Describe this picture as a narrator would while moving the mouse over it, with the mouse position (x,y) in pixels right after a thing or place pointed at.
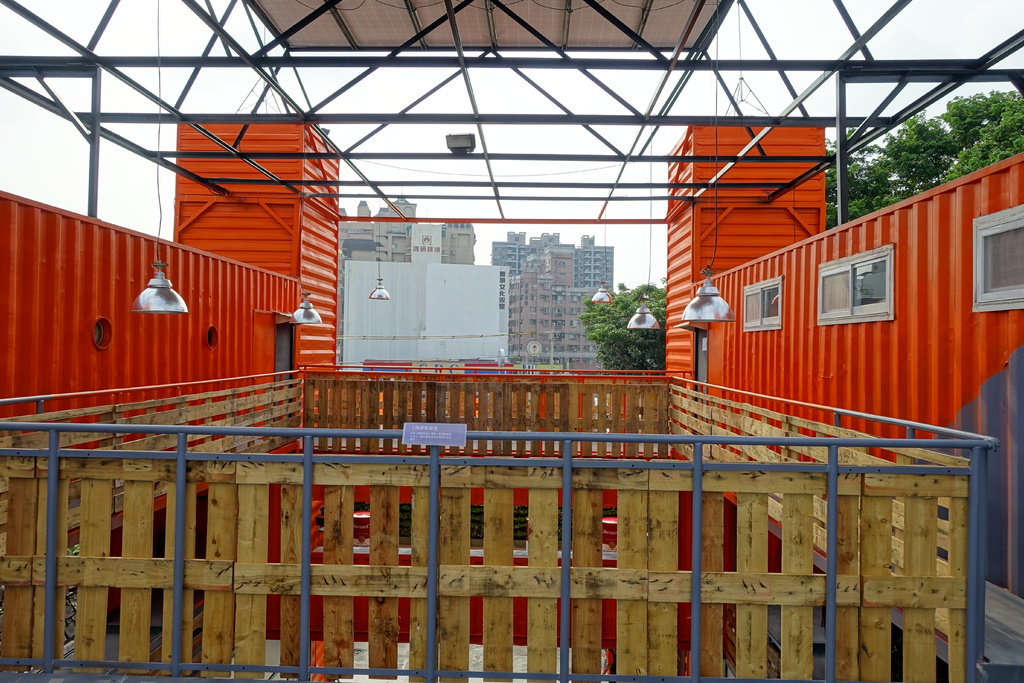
We can see rods (658,678), wooden planks (554,473), windows (1004,272), lights (601,289), board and wires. In the background (666,324) we can see buildings (514,246), trees (614,307) and sky (641,215).
